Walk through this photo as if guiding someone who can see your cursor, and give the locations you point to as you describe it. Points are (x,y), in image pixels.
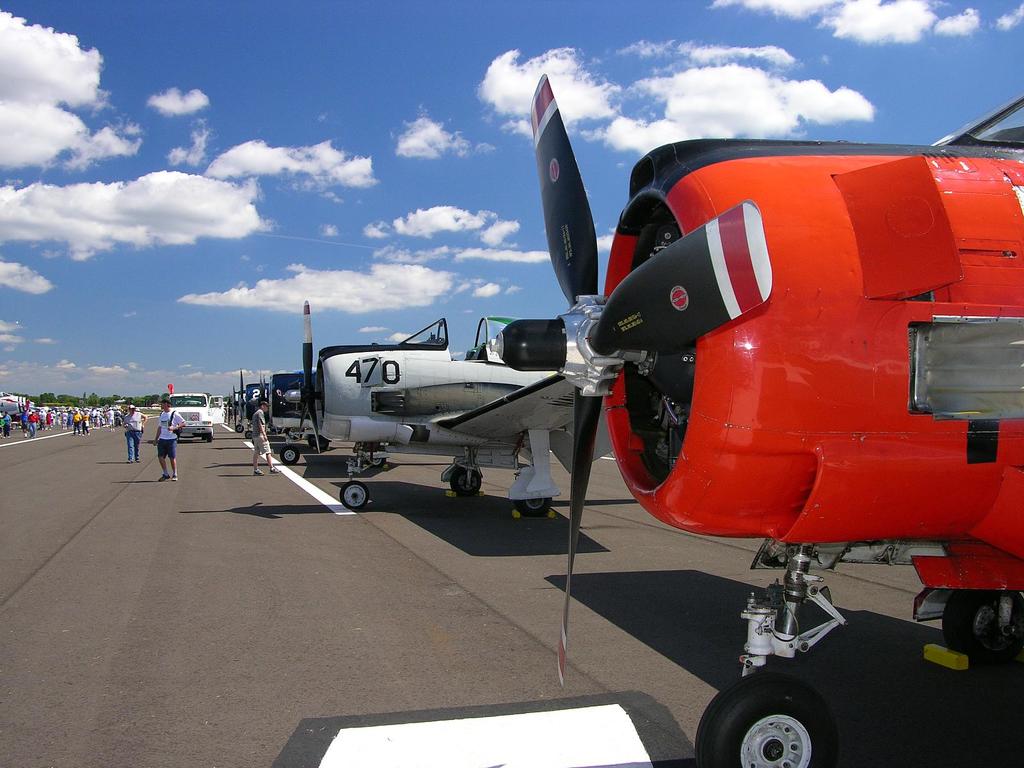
In this image we can see a few airplanes (315,400) and the vehicle (179,406) on the ground (109,466), there are some trees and people (106,409), in the background (384,210) we can see the sky (594,178) with clouds (484,215).
